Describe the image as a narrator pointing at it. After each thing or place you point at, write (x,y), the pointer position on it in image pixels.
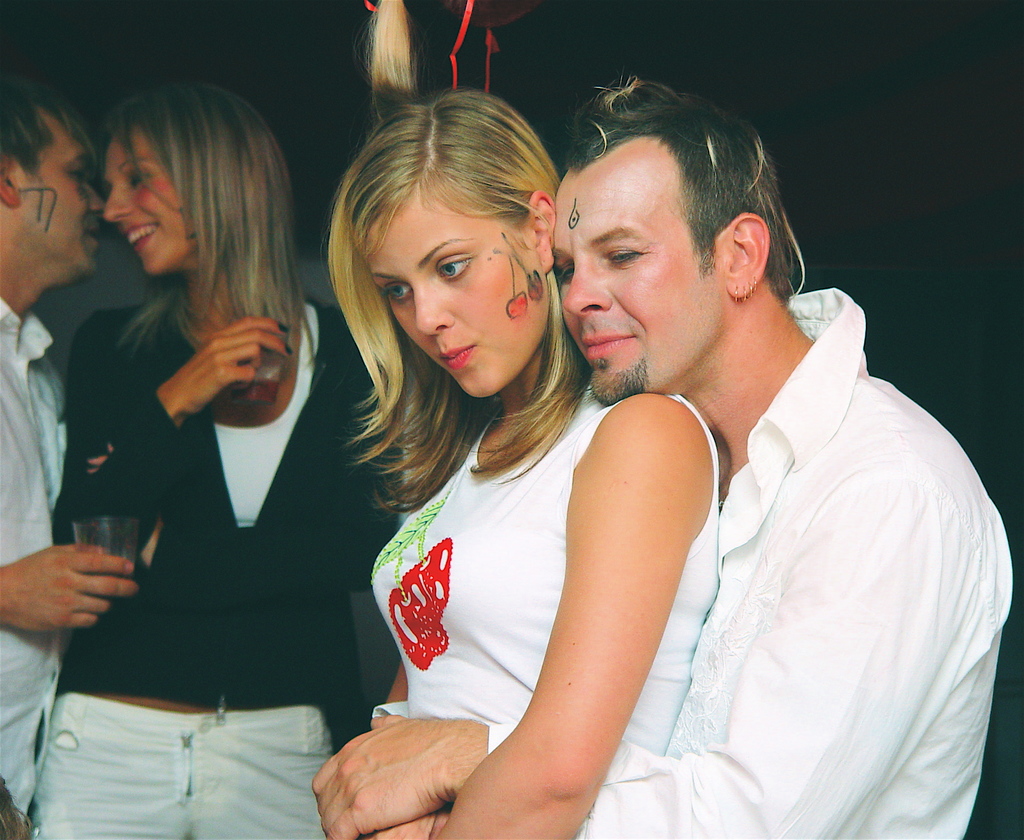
In this image I can see few people (502,458) are standing and wearing different color dresses (720,561). Back I can see two people (202,490) are holding glasses (250,373). Background (899,121) is dark.
